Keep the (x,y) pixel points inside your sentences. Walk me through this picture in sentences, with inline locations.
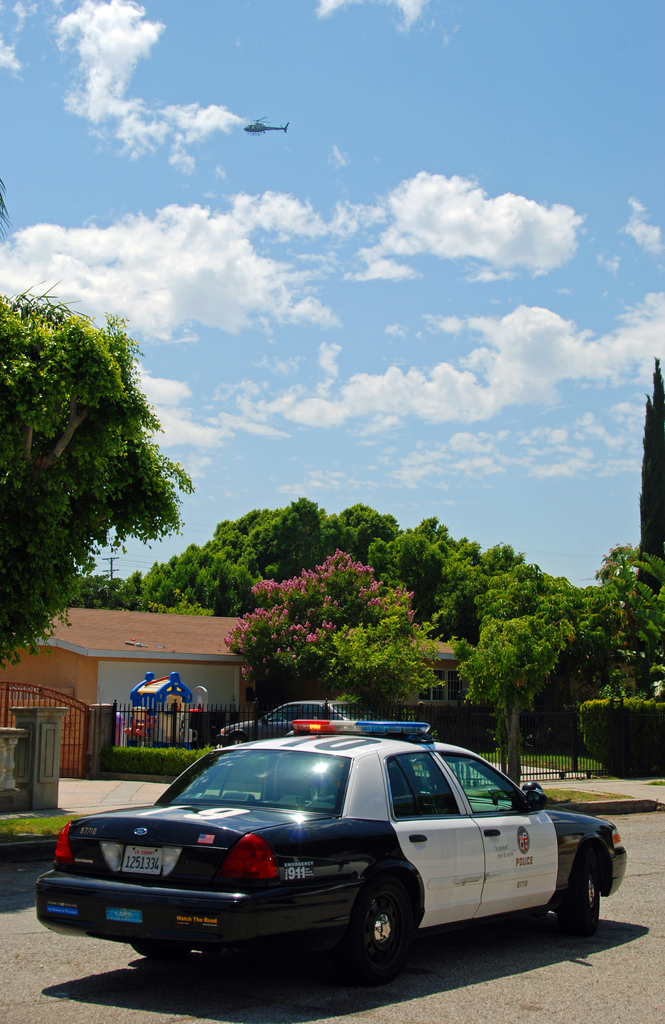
At the bottom of the image (37,1017) there is a vehicle (245,744) on the road (15,961). Behind the vehicle (266,739) there are some plants (656,639) and fencing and trees (199,611) and building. At the top of the image (519,20) there are some clouds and sky (288,65) and there is a helicopter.
